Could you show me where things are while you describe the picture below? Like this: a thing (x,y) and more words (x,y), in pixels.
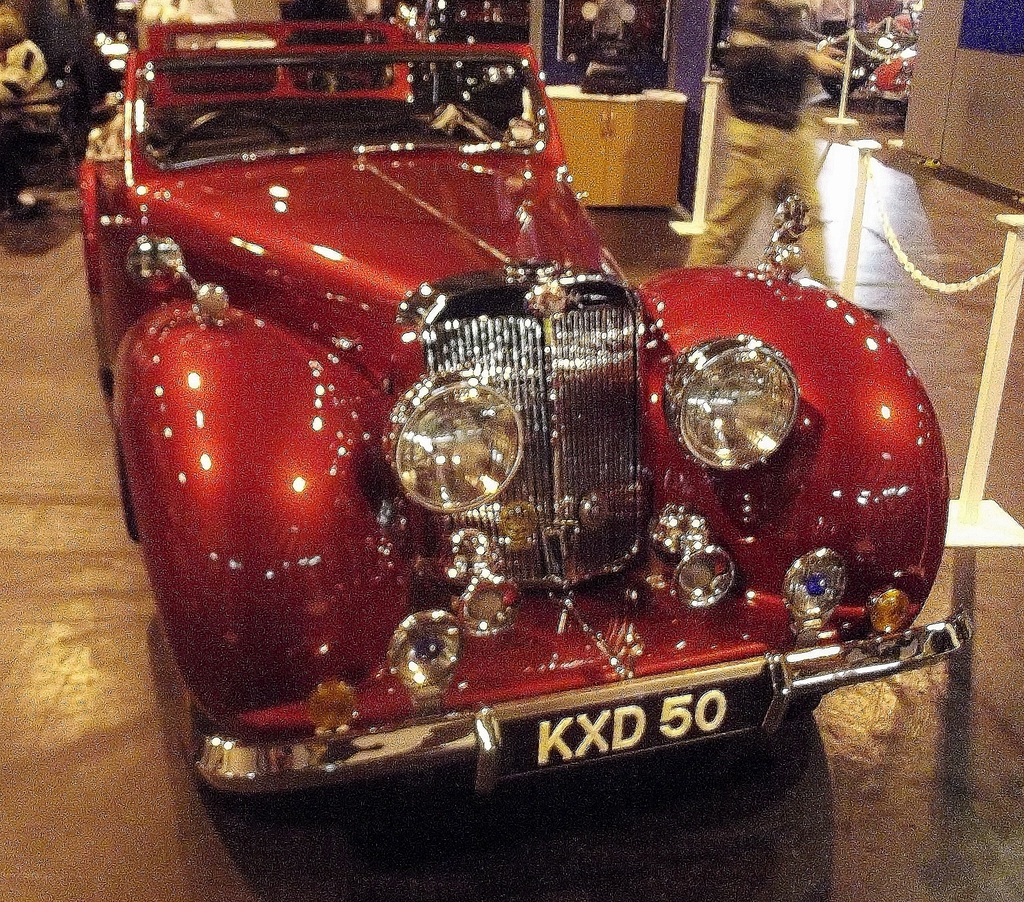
In this image we can see some vehicles (884,89) parked on the ground (772,775), some people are standing. On the right side of the image (755,151) we can see a person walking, poles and chain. In the background (634,86), we can see some object (626,73) placed on cupboard (640,108) and a person (38,81) sitting in a chair (51,165).
